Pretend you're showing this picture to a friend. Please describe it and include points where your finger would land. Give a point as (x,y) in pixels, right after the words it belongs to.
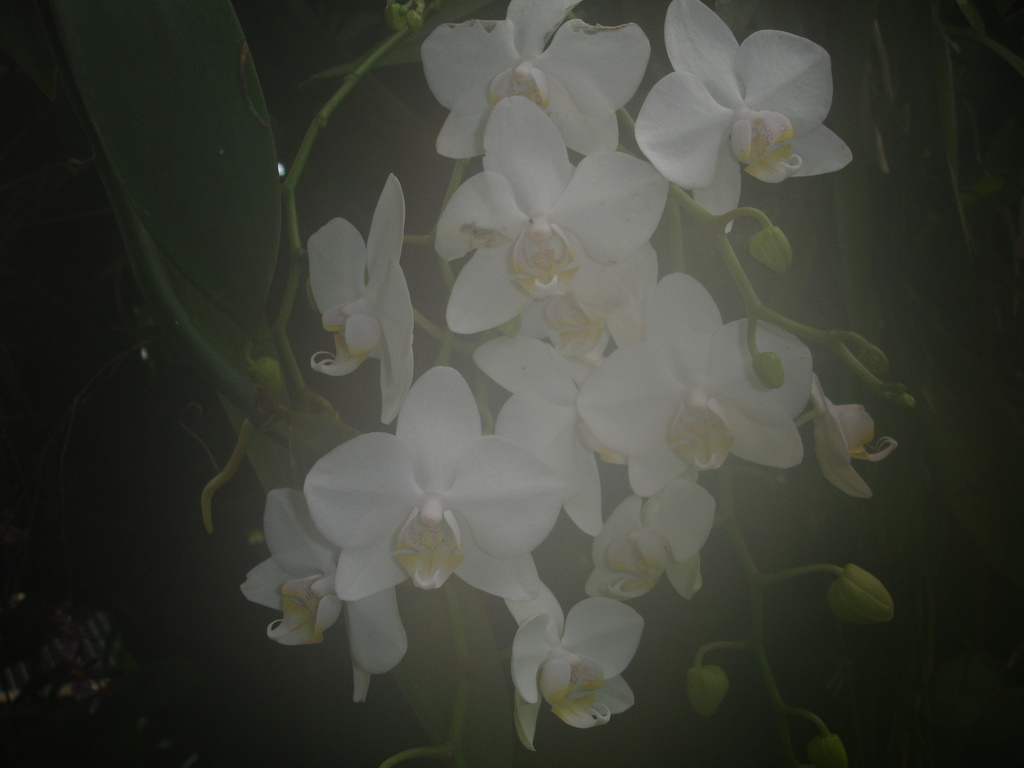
In this picture, we see plants (367,447). These plants (367,447) have flowers (431,526) and these flowers (509,443) are in white color. In the background (16,569), it is black in color.
